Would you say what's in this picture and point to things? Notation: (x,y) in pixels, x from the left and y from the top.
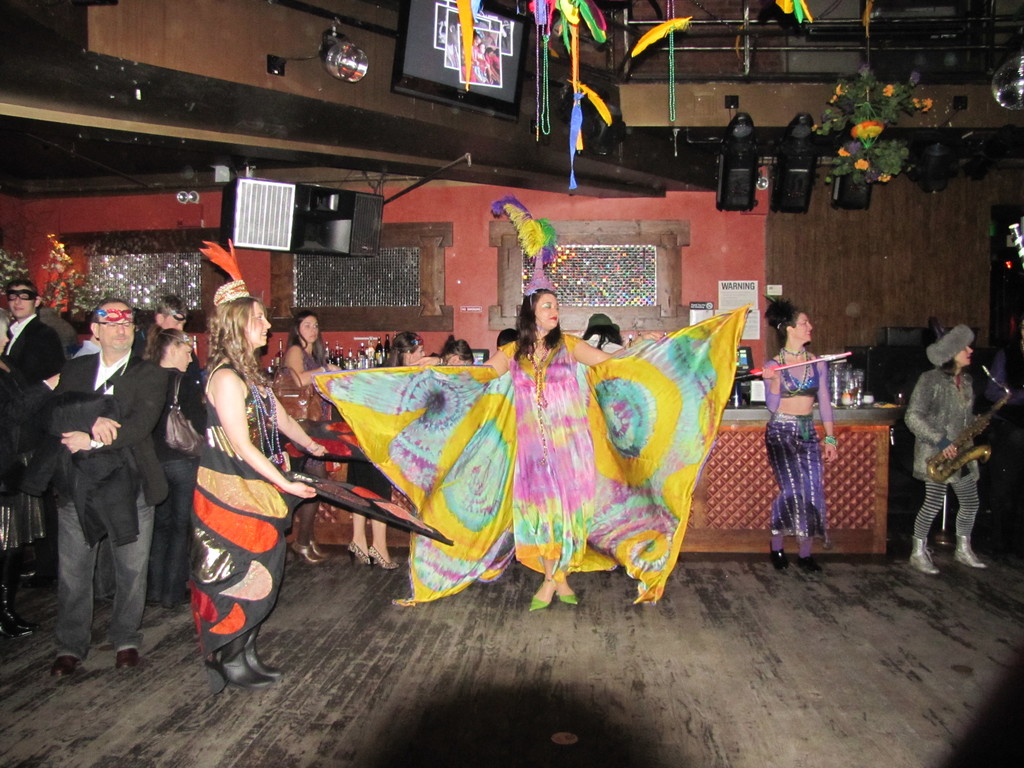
In this image, we can see persons (394,470) in front of the counter (738,475). There are speakers (269,226) in the middle of the image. There is a screen (491,82) and light (346,78) at the top of the image (432,48). There are decors (875,106) in the top right of the image (896,109).
